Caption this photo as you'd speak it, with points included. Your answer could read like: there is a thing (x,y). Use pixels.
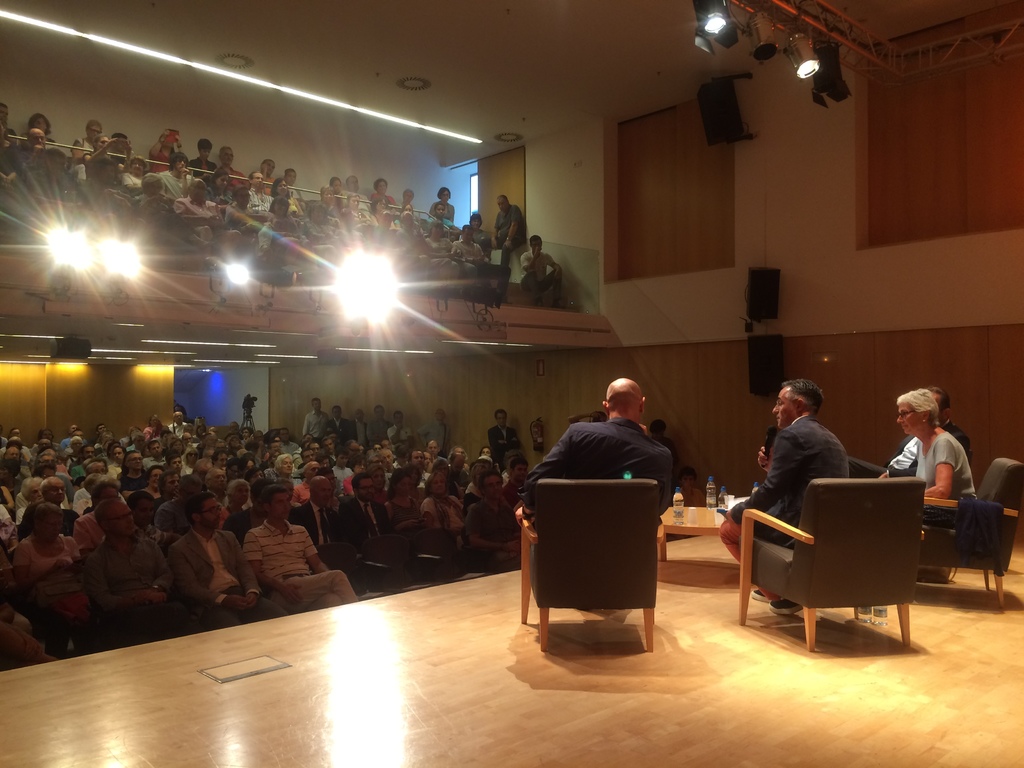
There are a four people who are sitting on a chair (863,592) on a stage (541,670) and the person (720,537) here is speaking on a microphone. Here we can see a group of people (353,457) sitting and paying attention to the speaker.
